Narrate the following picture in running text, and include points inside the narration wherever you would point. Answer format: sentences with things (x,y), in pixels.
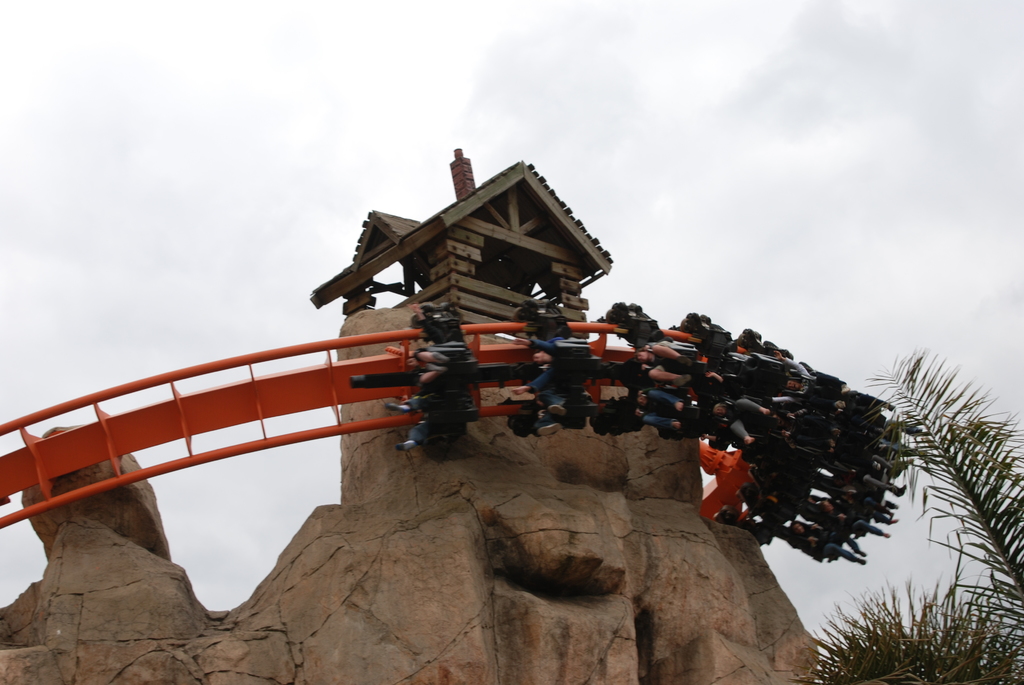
In this picture I can see group of people (791,500) riding a roller coaster (465,396), there are trees (997,585), this is looking a small wooden house (495,285), and in the background (607,207) there is sky (617,118).
